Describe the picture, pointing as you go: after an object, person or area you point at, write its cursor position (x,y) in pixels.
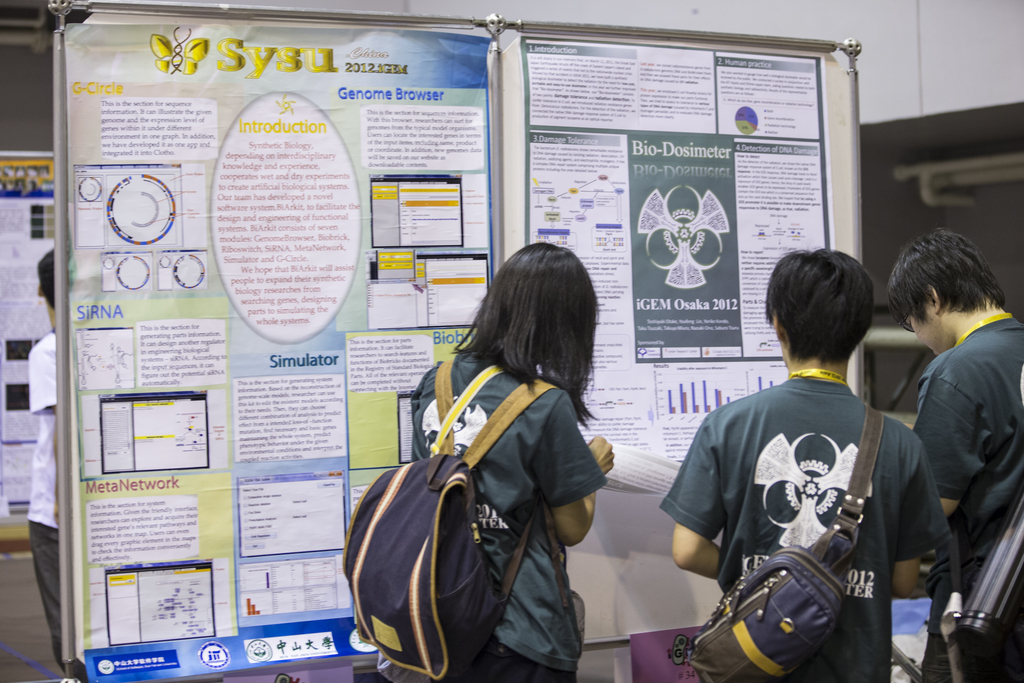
In this image, we can see few people (553,595) are standing. Few are wearing bags (818,590). Here we can see banners (379,279). Background (913,67) there is a wall (873,113).
